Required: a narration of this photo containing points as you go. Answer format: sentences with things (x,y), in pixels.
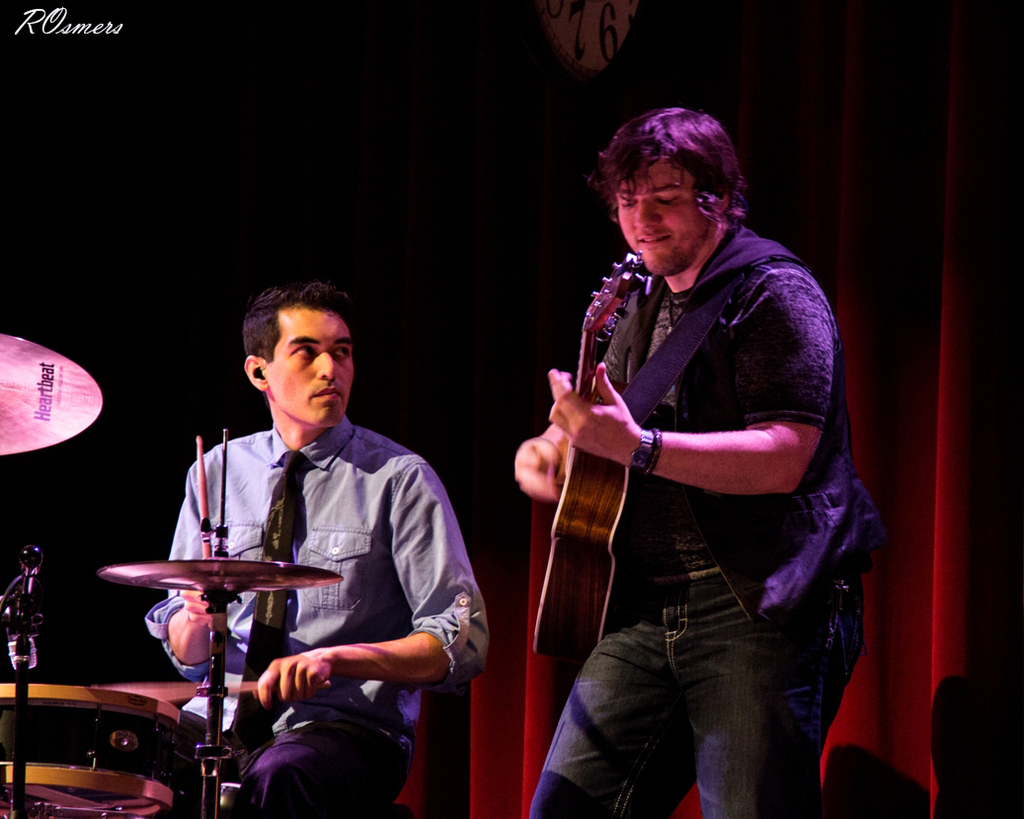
Here we can see a person (755,811) standing on the right side (717,549) and he is playing a guitar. There is another person (412,539) on the left side (325,309). He is playing a snare drum (159,709) with drumsticks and he is having a look at this person (641,208).
